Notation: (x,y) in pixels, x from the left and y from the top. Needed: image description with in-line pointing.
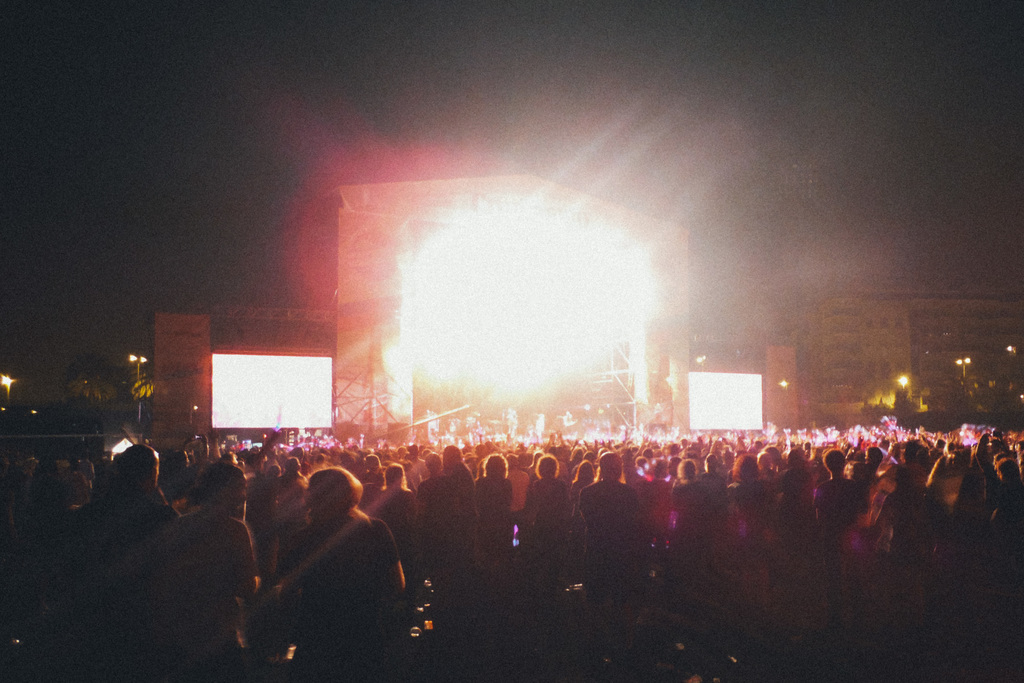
This is an image clicked in the dark. At the bottom (508,550), I can see a crowd of people (241,546) standing facing towards the back side (336,545). In the middle of the image (392,299) there are few people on the stage (543,423) and also there are many lights (477,340). In the background (826,358), I can see few buildings (881,329) and lights (902,383) in the dark.
